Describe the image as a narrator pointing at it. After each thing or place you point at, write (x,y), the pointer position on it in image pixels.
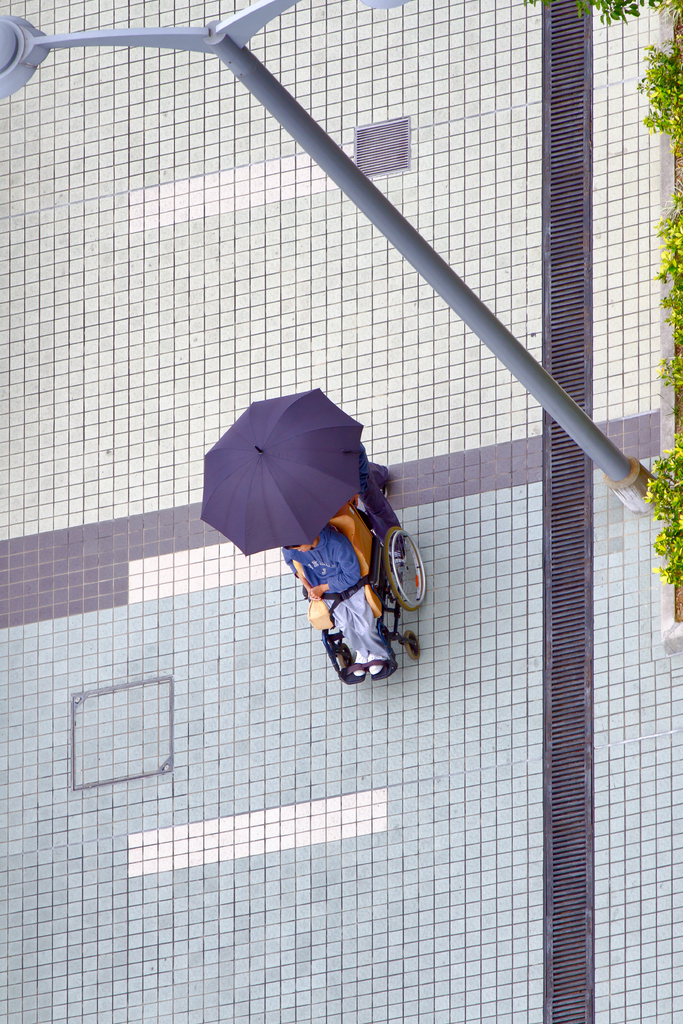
In the center of the image (329,605) we can see a person (334,582) sitting in the wheel chair (364,566) and a person (381,506) holding an umbrella (296,473) on the road (382,826). There is a street light (49,46) on the right side (621,478). In the background (219,161) there is a road (329,226).
